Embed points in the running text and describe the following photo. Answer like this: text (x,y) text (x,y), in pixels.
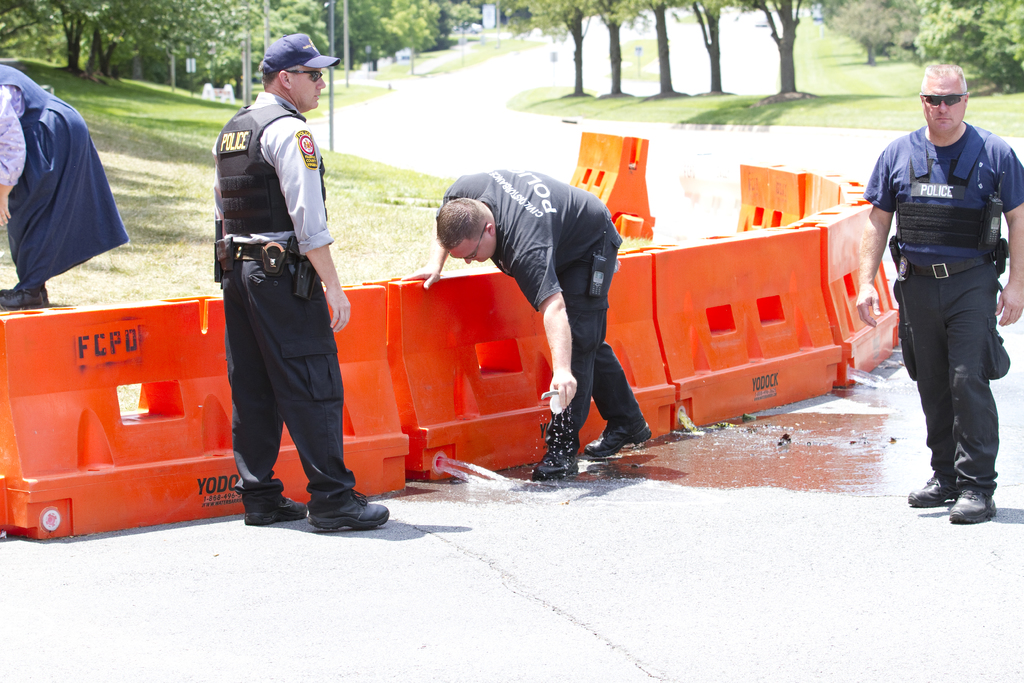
This image is taken outdoors. At the bottom of the image (236,585) there is a road (725,526). In the background (176,68) there are many trees (141,16) and a few plants (911,37) with leaves (875,44), stems (786,50) and branches (305,25). There are a few poles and there is a ground (871,96) with grass (136,110) on it. In the middle of the image (418,372) there are a few temporary fencing blocks (147,457) on the road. On the left side of the image (51,148) a person (48,202) is standing on the ground (128,225) and a man (285,285) is standing on the road (335,587). On the right side of the image (950,262) a man (975,296) is walking on the road (885,515). In the middle of the image (561,237) a man (536,220) is standing and he is holding an object (552,394) in his hand (564,390).
